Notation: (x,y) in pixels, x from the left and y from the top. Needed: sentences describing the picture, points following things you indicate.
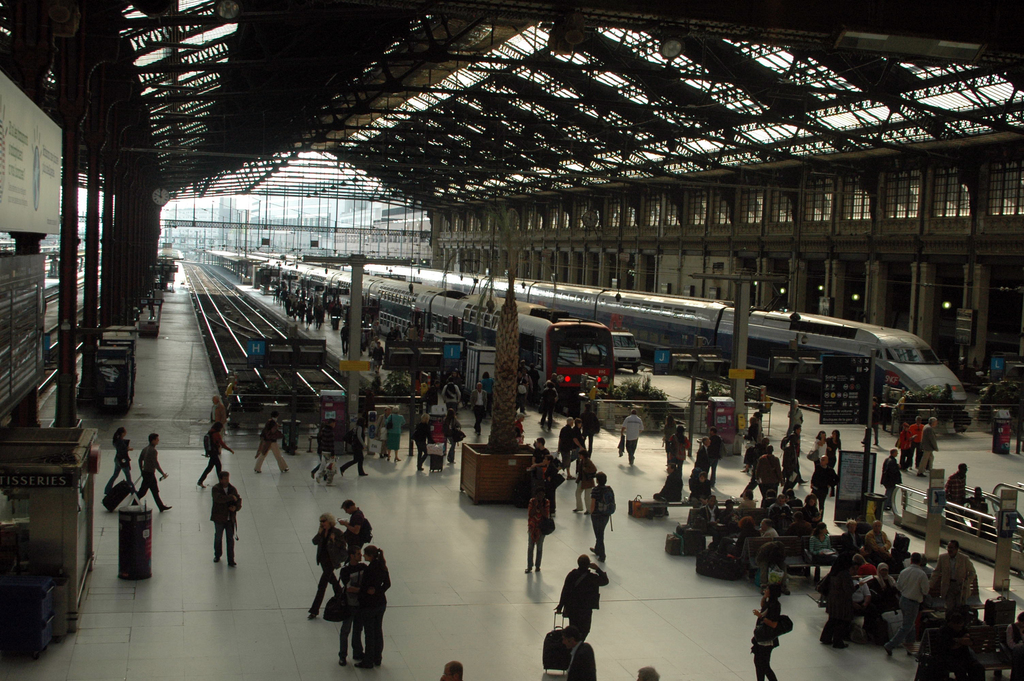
In this picture I can see couple of trains (547,282) on the railway tracks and I can see couple of railway tracks (272,375) on the side and I can see few people (549,499) standing and few people (832,554) are seated and few people (148,483) walking. It looks like a railway station (402,401).
